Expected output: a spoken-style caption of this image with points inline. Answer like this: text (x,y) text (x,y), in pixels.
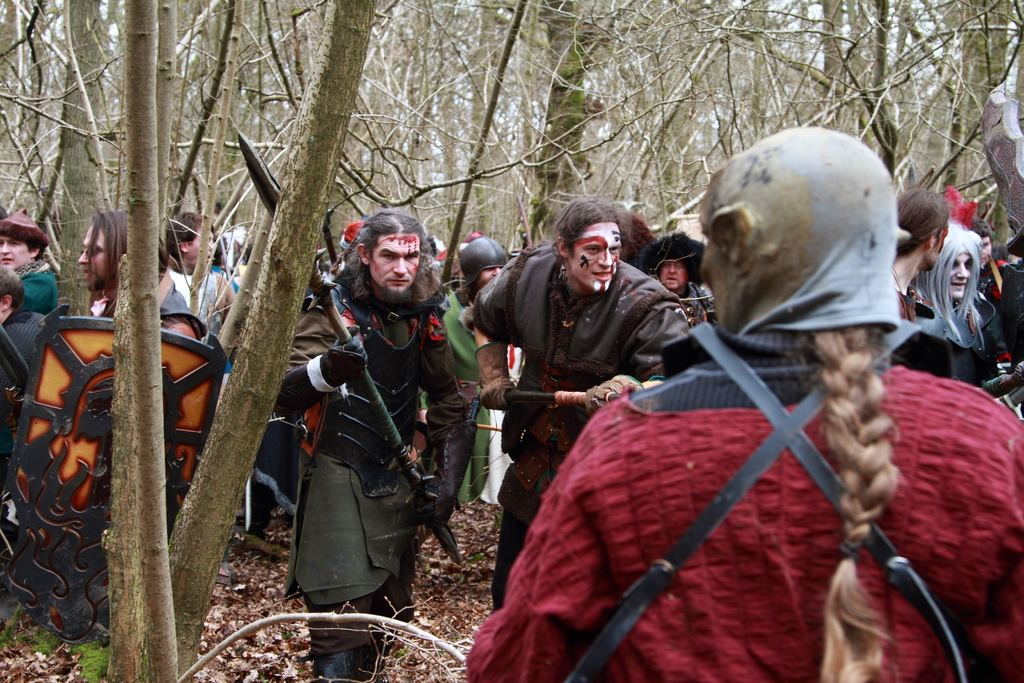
In this image we can see few people (654,331) standing on the ground (494,561) and holding few objects (376,396) and there are few trees (360,128) in the background (524,114).
